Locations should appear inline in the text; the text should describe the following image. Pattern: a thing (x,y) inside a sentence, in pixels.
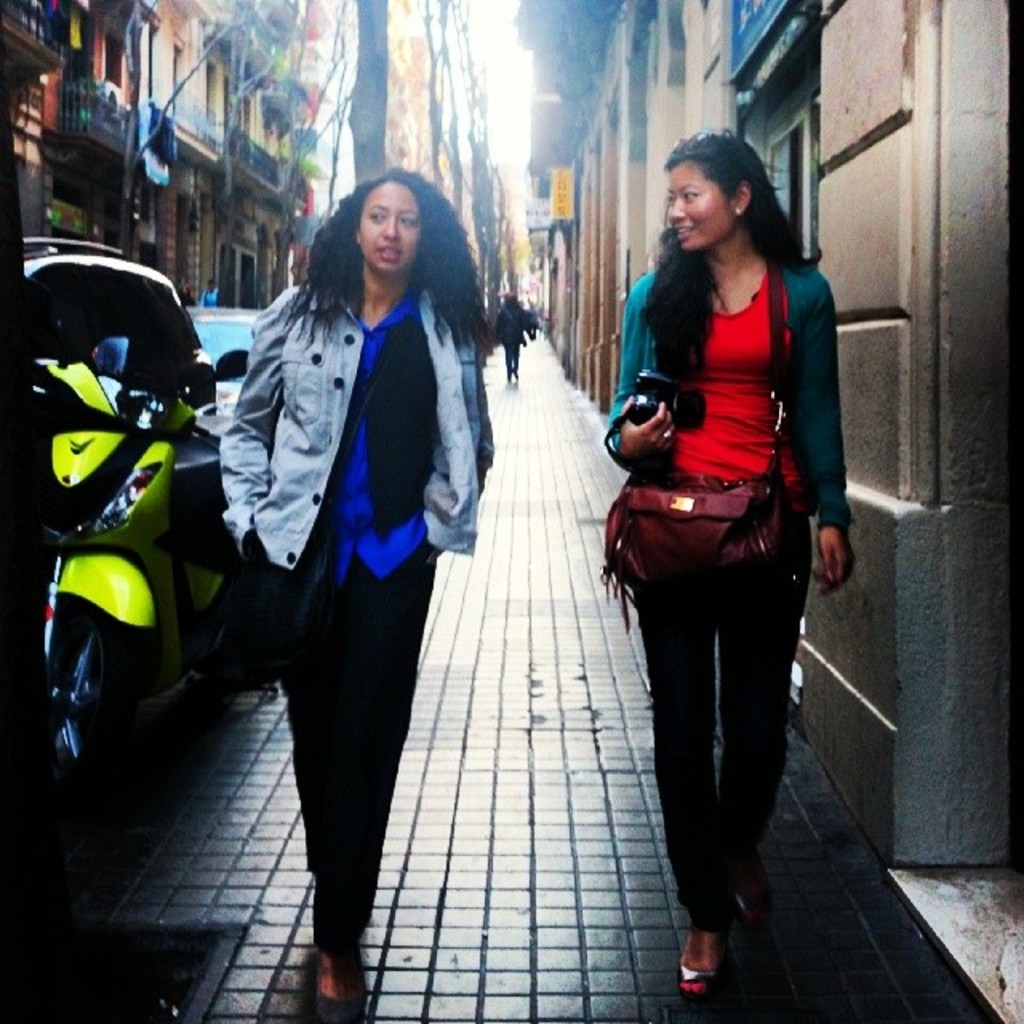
In this picture we can see two woman (665,343) where one is holding camera (654,399) in her hand (636,430) and carrying bag (686,521) and they are walking on foot path (509,757) and in background (526,289) we can see bike (148,392), building (107,67), trees (379,93), banner (560,173), some persons (516,325).
